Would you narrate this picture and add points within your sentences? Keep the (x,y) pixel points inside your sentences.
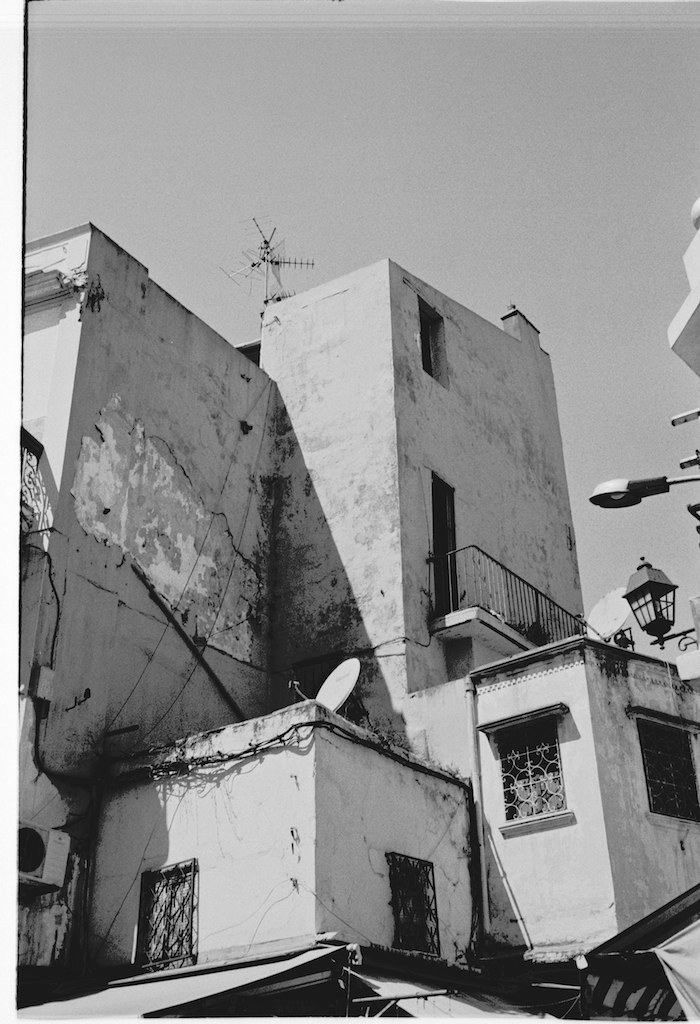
In the foreground of this black and white image, there is a building (324,420), where we can see walls (329,542), a railing (508,589), lamp (647,628), windows (511,743), antennas (335,689) and few pipes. At the top (515,163), there is the sky (498,155). On the right (601,494), there is a light pole (634,490).
